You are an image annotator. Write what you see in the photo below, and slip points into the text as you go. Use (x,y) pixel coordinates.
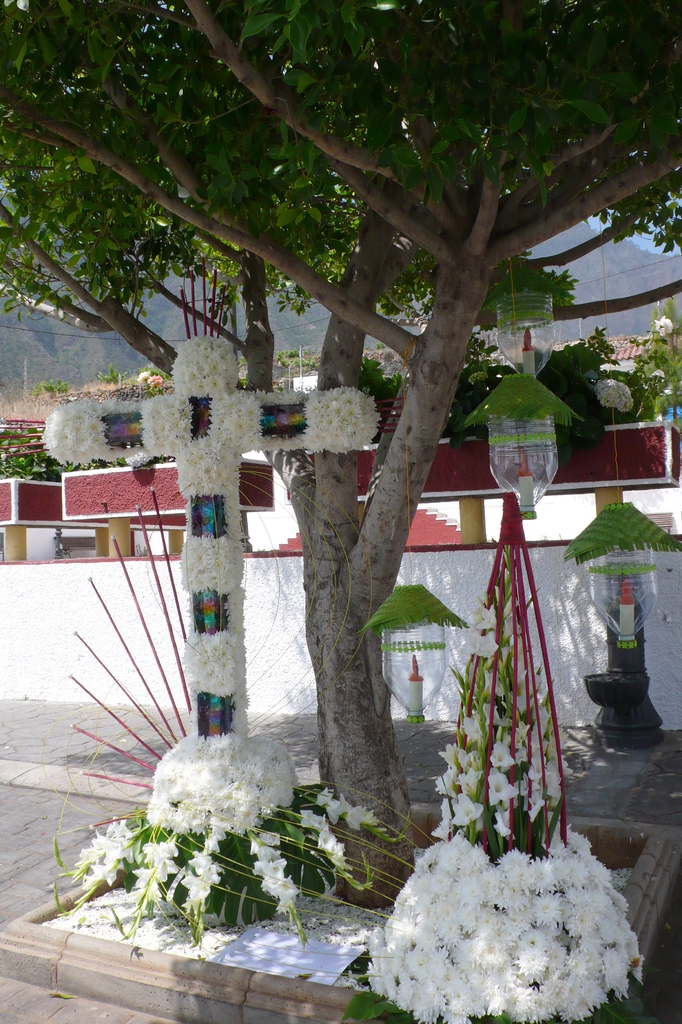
In the given image i can see a tree (361,609), flowers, leaves (222,874), hanging bottles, building (571,517) and in the background (170,337) i can see the mountains (82,359).
